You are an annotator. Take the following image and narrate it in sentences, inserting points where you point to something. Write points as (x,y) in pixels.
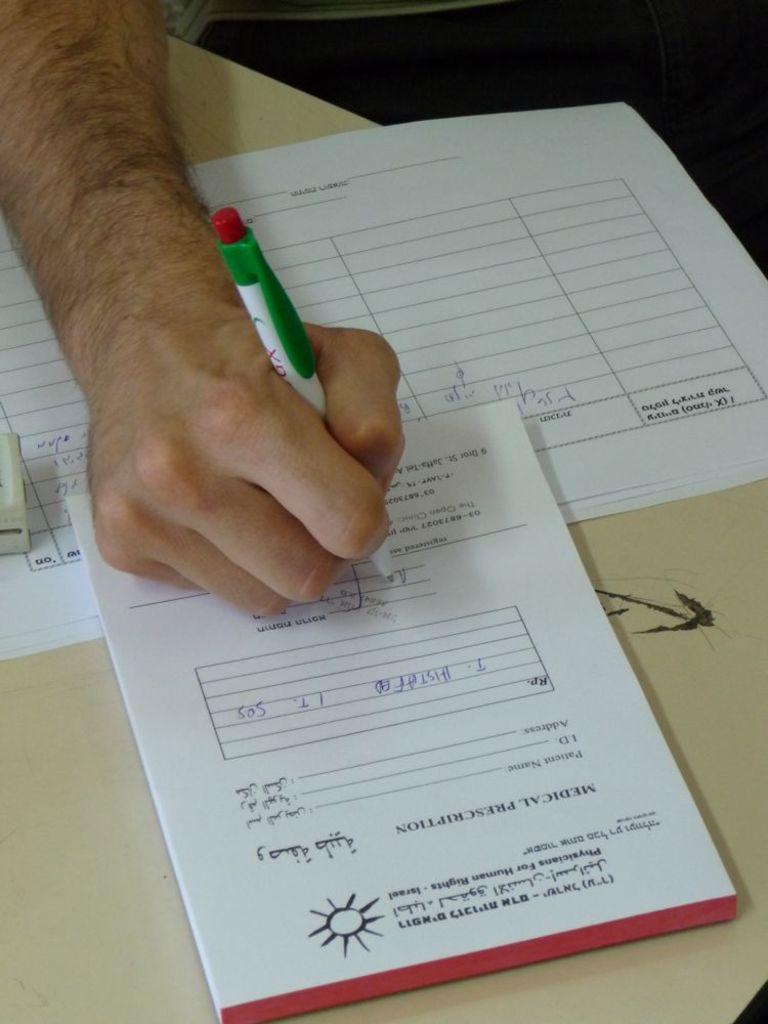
In this image there is one person's hand (270,501) is visible, and the person (249,562) is holding pen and writing something. And in front of the person (302,543) there is one board (744,925), on the board (18,675) there is book (440,588) and paper (483,343) on the book (397,797) and paper (371,744) there is some text (353,610).
